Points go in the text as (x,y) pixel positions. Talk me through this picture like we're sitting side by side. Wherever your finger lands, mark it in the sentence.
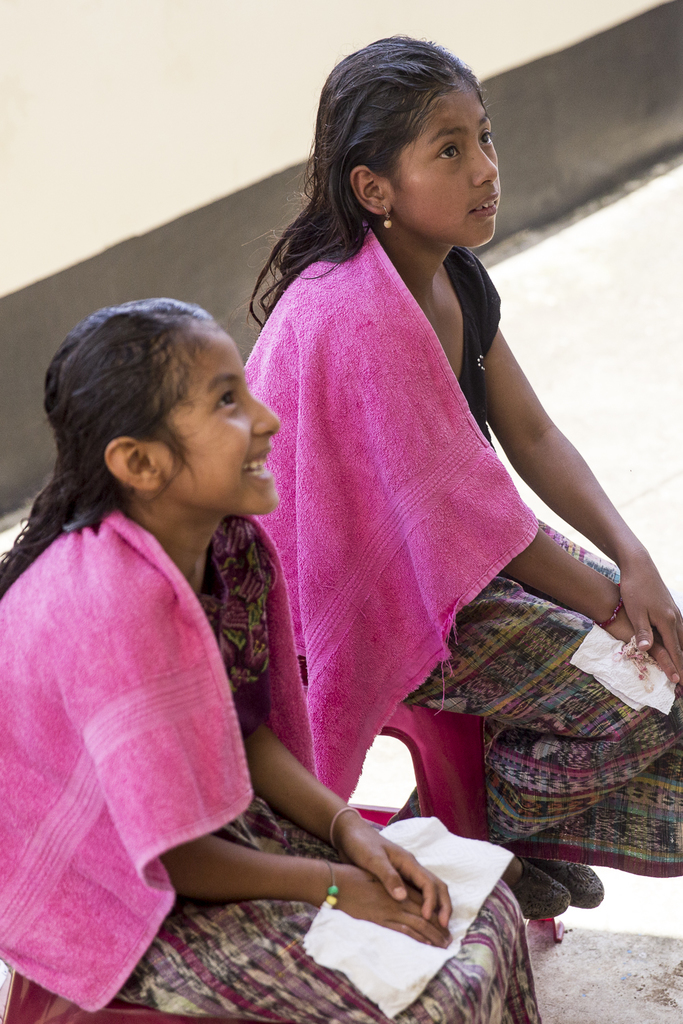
In this image I can see the two people (236,843) with colorful dresses (483,677) and the pink color towels (183,624). In the background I can see the floor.
